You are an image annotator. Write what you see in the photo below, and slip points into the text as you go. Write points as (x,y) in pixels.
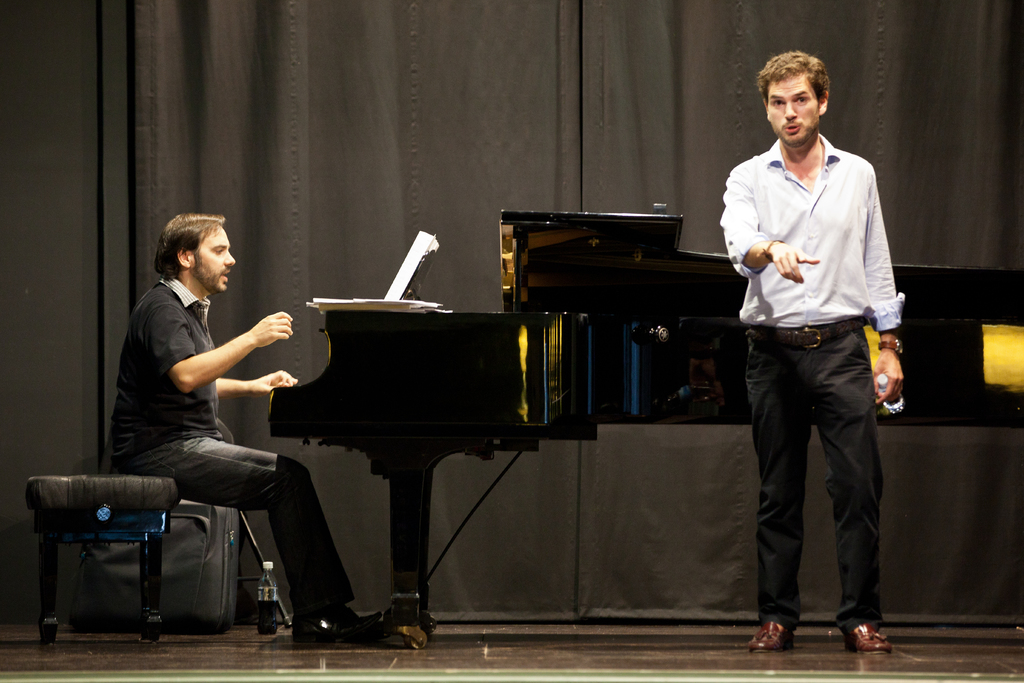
The person (804,224) wearing white shirt (827,236) is standing and speaking and there is another person (187,340) sitting beside him is playing piano (340,322) and there is a book (408,278) in front of him.
